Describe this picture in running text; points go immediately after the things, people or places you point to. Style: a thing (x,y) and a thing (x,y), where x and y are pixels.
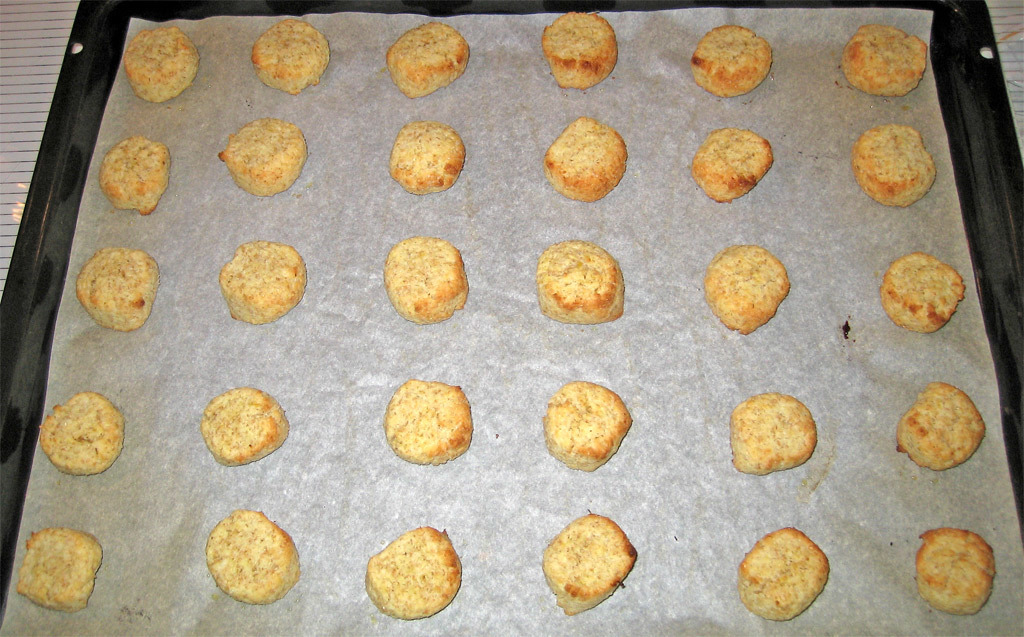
In the center of the image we can see one white color table (60,34). On the table (33,61), we can see one black color object (63,143). In the object (108,53), we can see one paper (135,396). On the paper (497,465), we can see some cookies (423,457), which are in cream and brown color.
